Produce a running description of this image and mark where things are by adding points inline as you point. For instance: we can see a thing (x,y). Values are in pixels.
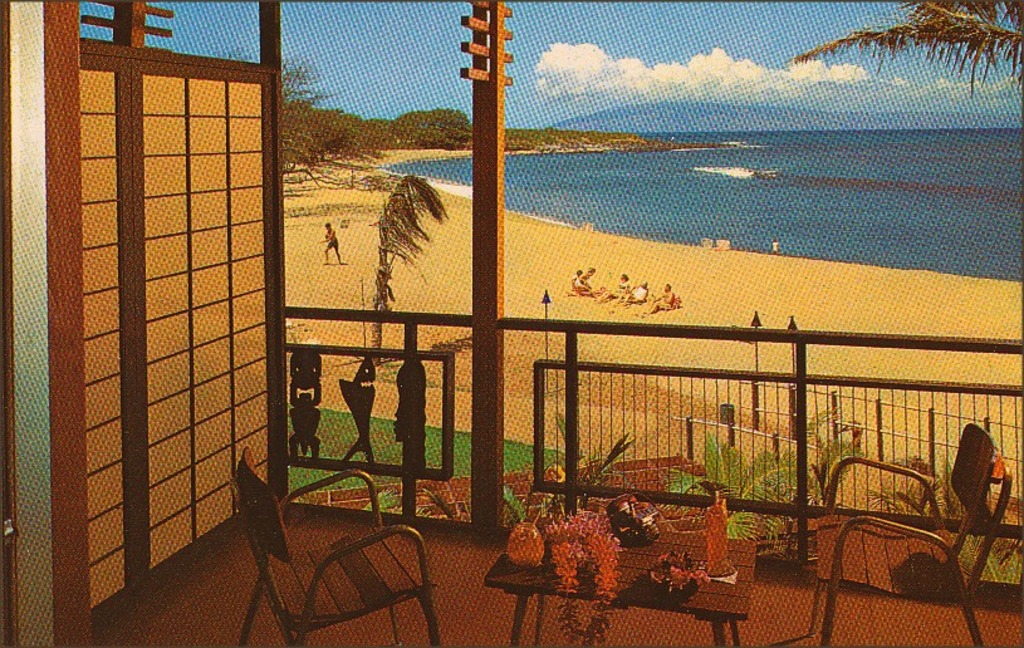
In this image there is a grille (806,477), table (627,534), chairs (252,523), trees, plants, water (688,224), people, cloudy sky (705,59) and things (795,326). On the table (740,603) there are objects (526,529).
